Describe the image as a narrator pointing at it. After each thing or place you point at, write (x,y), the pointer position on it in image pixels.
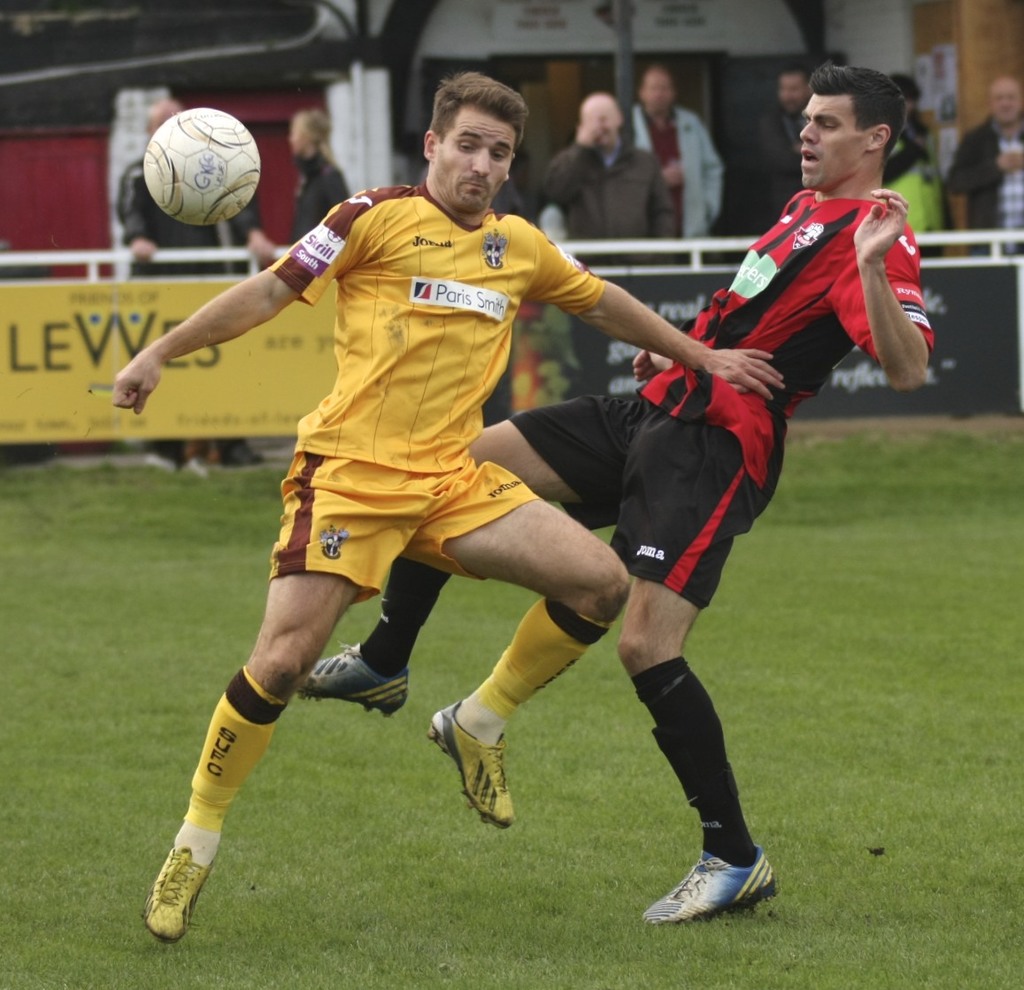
In this picture we can see two men (385,399) are on the grass (850,838) and a ball (219,141) is in the air (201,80). In the background (233,399) we can see some people (803,111), posters (18,318) and some objects (971,31).
